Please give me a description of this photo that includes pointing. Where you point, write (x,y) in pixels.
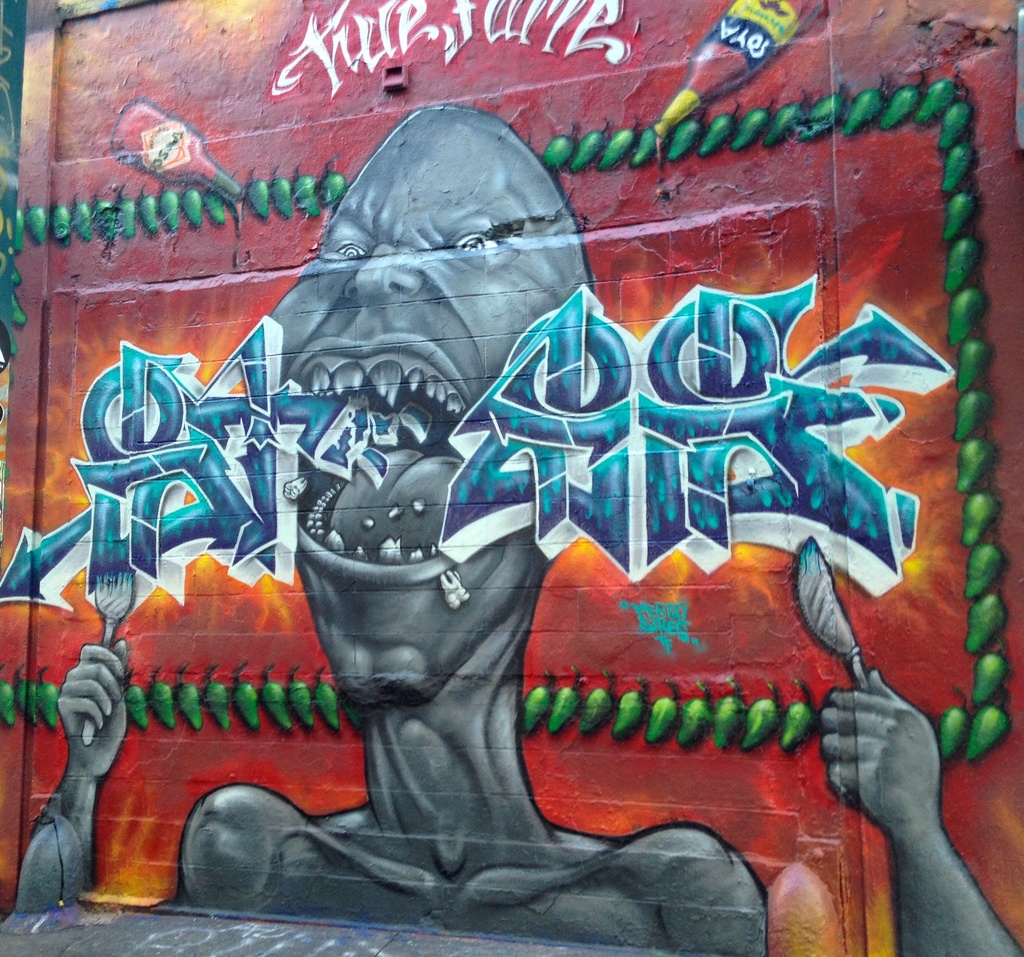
In this image there is a wall (309,254) on that wall (285,307) there is painting (446,175).
